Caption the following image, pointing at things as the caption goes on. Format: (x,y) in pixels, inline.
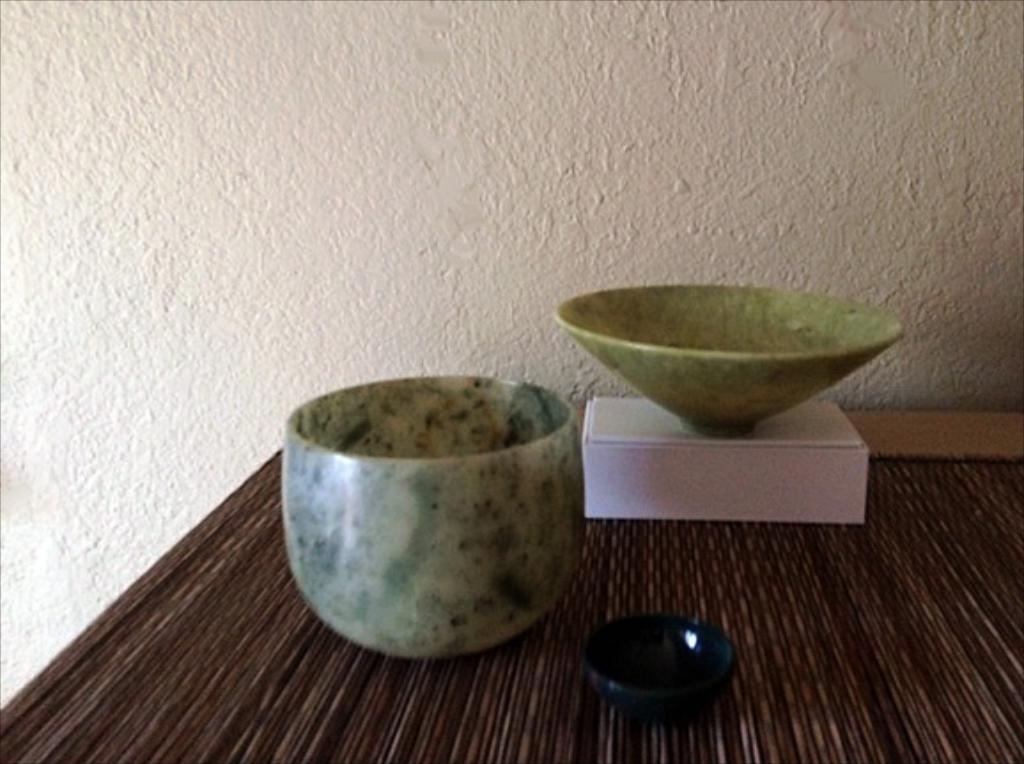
In this picture we can see there are three ceramic objects (551,494) and a box (712,467) on the table (536,718). Behind the ceramic objects (466,450), there is a wall (343,168).
